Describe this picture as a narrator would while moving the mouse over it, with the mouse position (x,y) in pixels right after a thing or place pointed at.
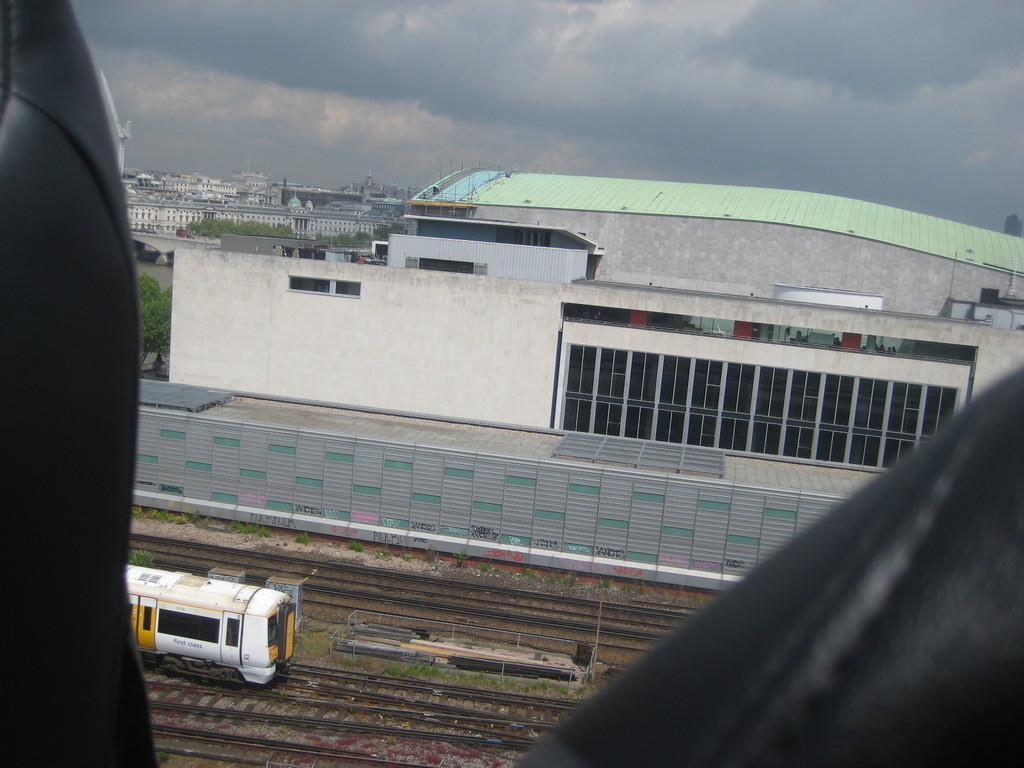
In this image there are some objects (120,489) in black color, at the bottom left of the image (204,583) there is a train (192,578) on track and there are a few other tracks (345,574). In the background (438,445) there are buildings (252,274), trees (210,226) and sky (489,111).
